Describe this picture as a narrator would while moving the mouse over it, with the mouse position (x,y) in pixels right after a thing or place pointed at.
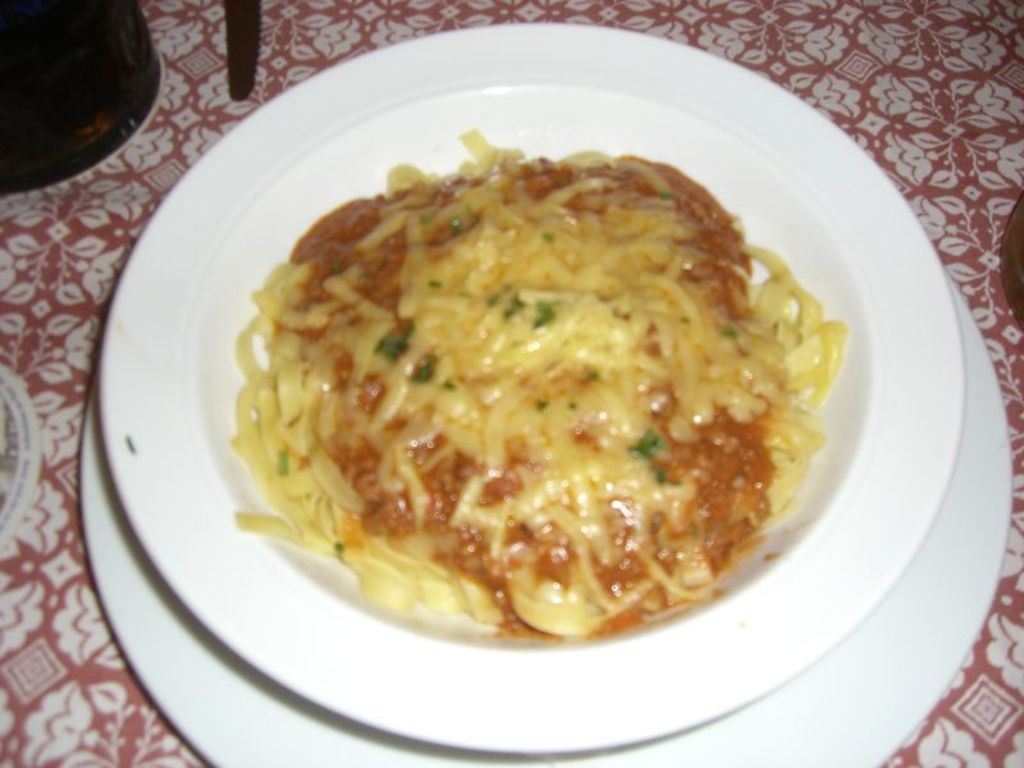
In the picture we can see the food item (260,445) in the plate (144,255) and the plate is placed on the another plate (168,636).
